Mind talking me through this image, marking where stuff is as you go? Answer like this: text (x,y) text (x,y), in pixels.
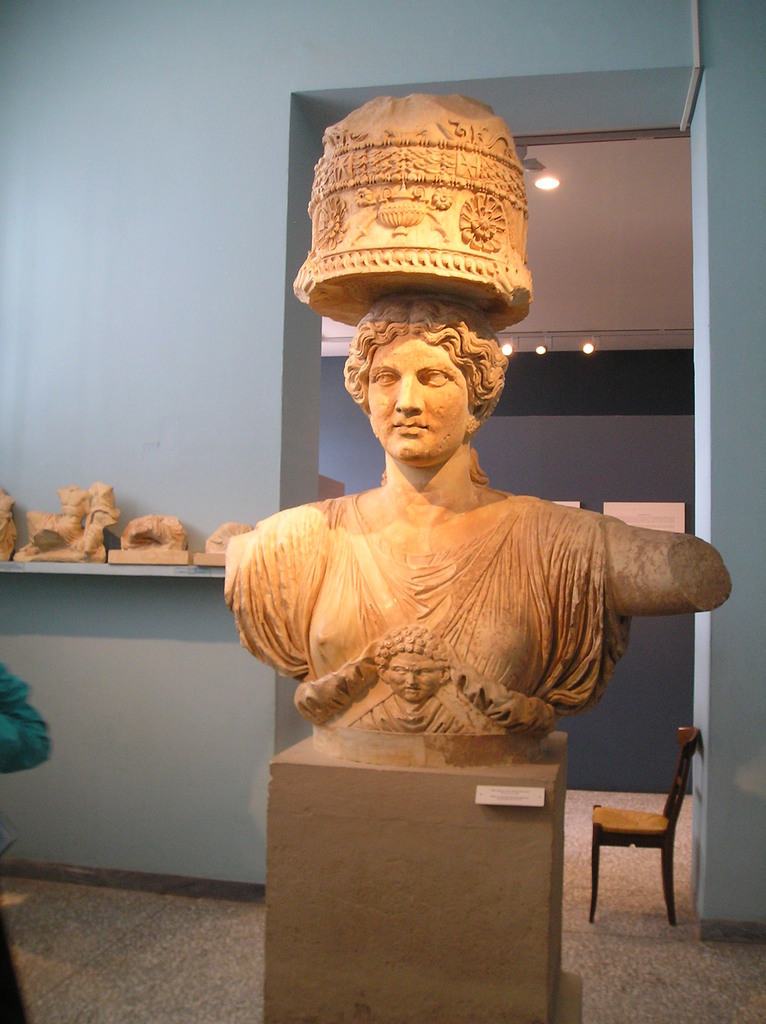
This is inside of the room (209,499) we can see statue (351,747). On the background (227,258) we can see wall (133,299), statues (1,520) on the shelf (56,570), lights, chair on the floor (644,919).
